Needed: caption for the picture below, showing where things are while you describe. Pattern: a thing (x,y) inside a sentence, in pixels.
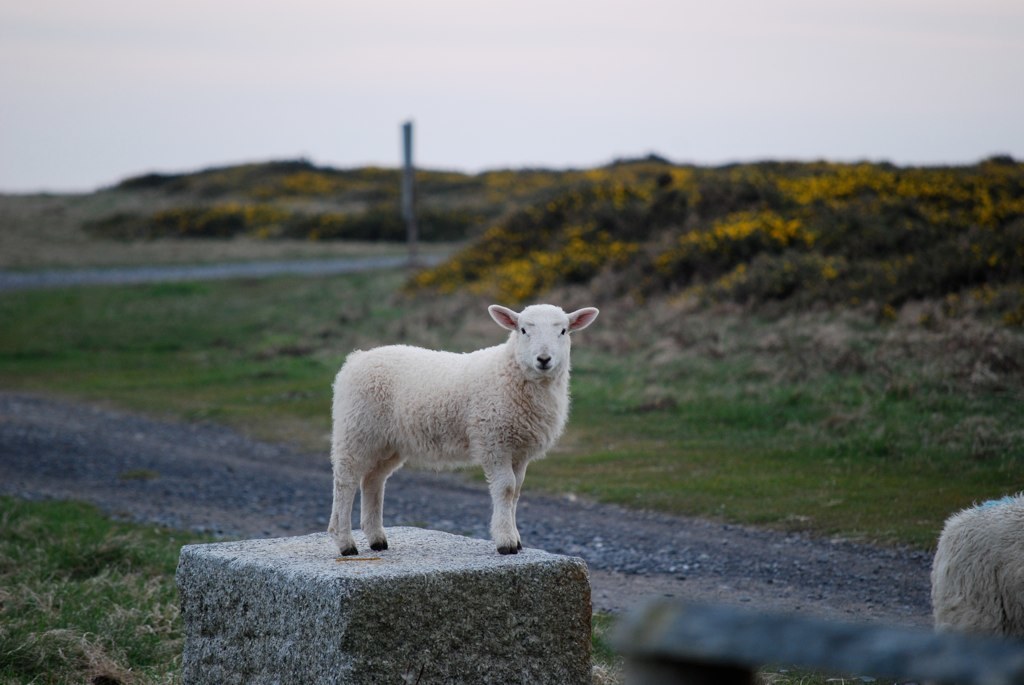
In this image there is a sheep (424,414) which is standing on the stone (308,600). In the background (171,452) there is a path (168,488) on which there are stones (207,460). At the top (522,49) there is the sky (560,46). On the right side (980,531) bottom there is another sheep (949,554). In the background (615,240) there are yellow colour flowers (815,192) on the hill (737,283).
